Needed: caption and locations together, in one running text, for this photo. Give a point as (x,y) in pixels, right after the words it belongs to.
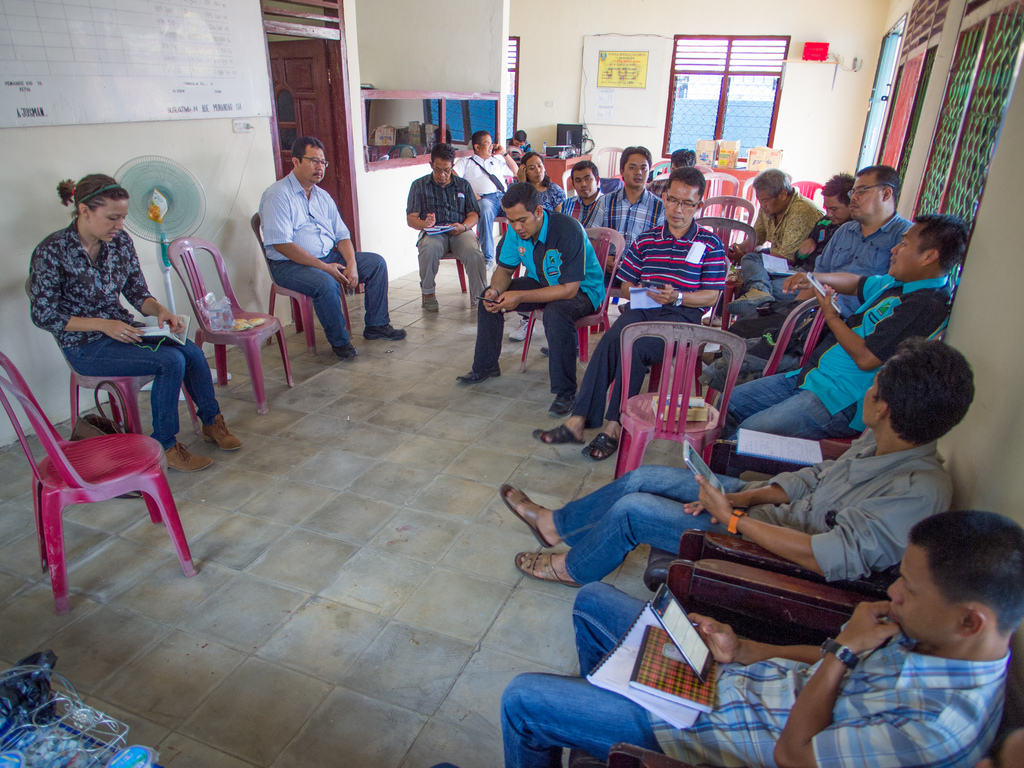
The picture is inside a hall (169,542). people (513,240) are sitting on chairs (758,570). They are having papers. the person (608,593) on right (890,684) is holding a phone (687,643). On the top right (993,82) there is wall window (946,104). Here there is a door (333,106). In the top left (48,79) there is white board (115,30). In the background (732,124) there is window (732,124), table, notice board (601,106).
